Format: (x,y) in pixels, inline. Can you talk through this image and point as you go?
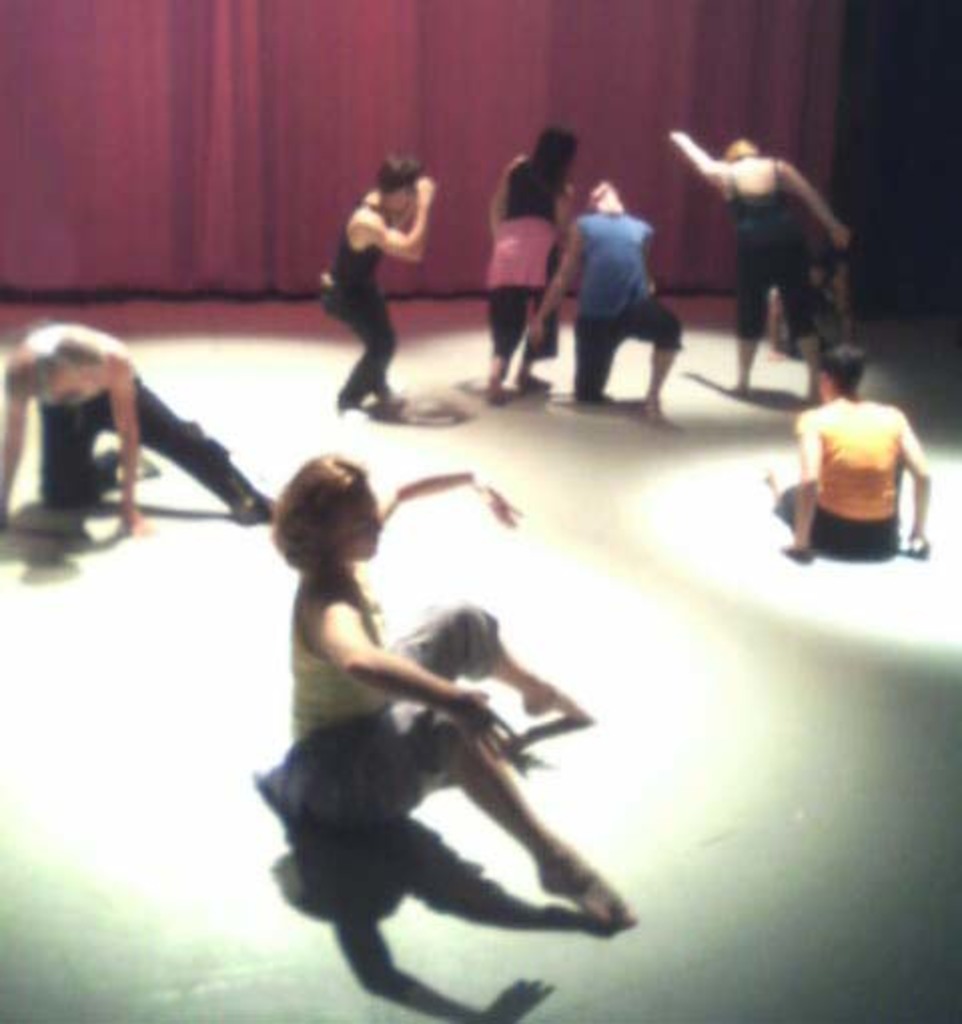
In this image I can see the stage (145,712) and on the stage (277,834) I can see few persons (388,806) are sitting and few persons (634,265) are standing. In the background (461,230) I can see the pink colored curtain (366,94).
